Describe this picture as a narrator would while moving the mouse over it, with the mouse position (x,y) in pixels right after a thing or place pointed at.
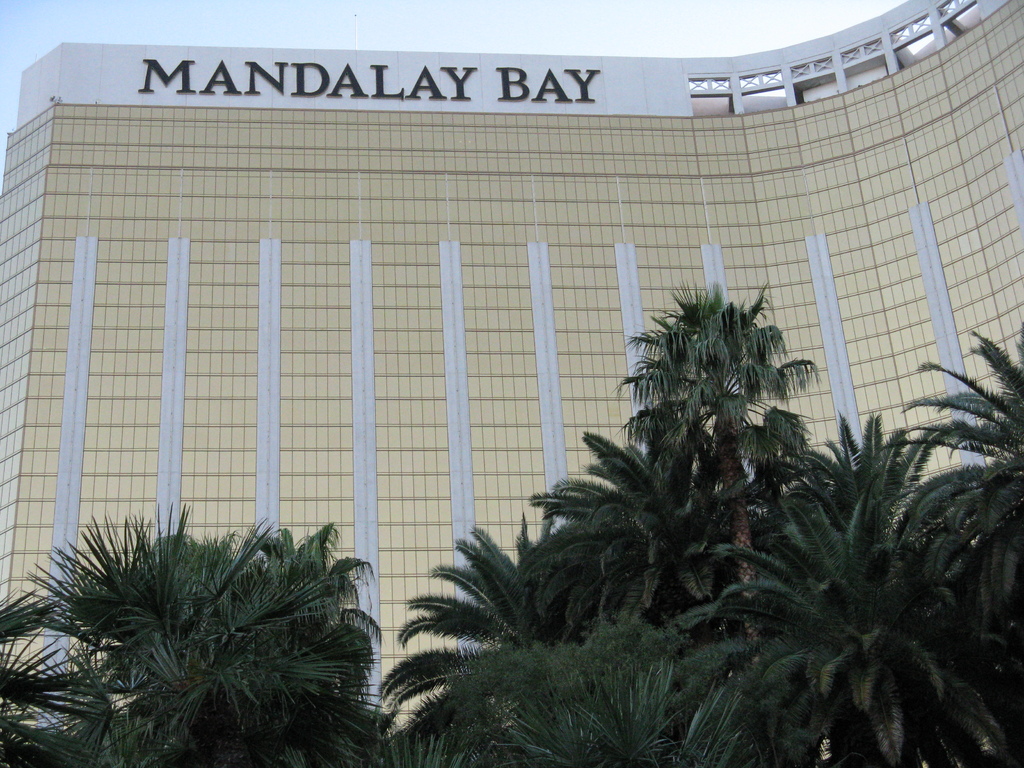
In the picture we can see a huge building (813,313) which is cream in color and on the top of it, we can see a name MANDALAY BAY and near to the building (646,226) we can see trees (729,309) and behind the building (711,279) we can see a sky (598,23).
